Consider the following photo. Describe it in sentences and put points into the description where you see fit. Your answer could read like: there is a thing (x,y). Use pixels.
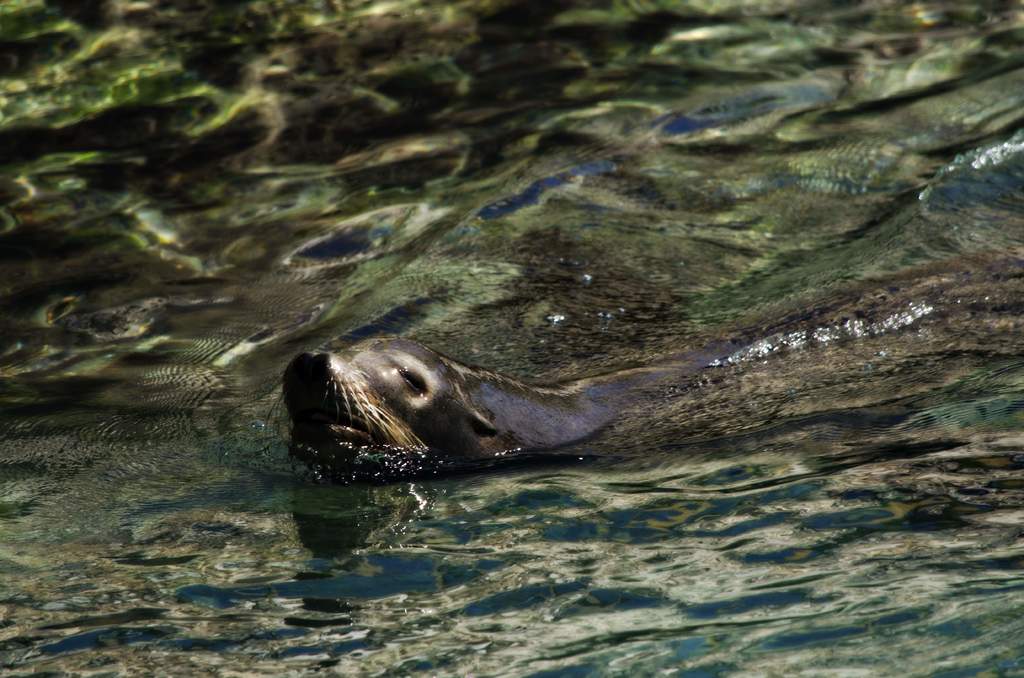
In the center of the image (433,438) there is a water animal (568,396). At the bottom of the image (394,588) there is water (273,606).
